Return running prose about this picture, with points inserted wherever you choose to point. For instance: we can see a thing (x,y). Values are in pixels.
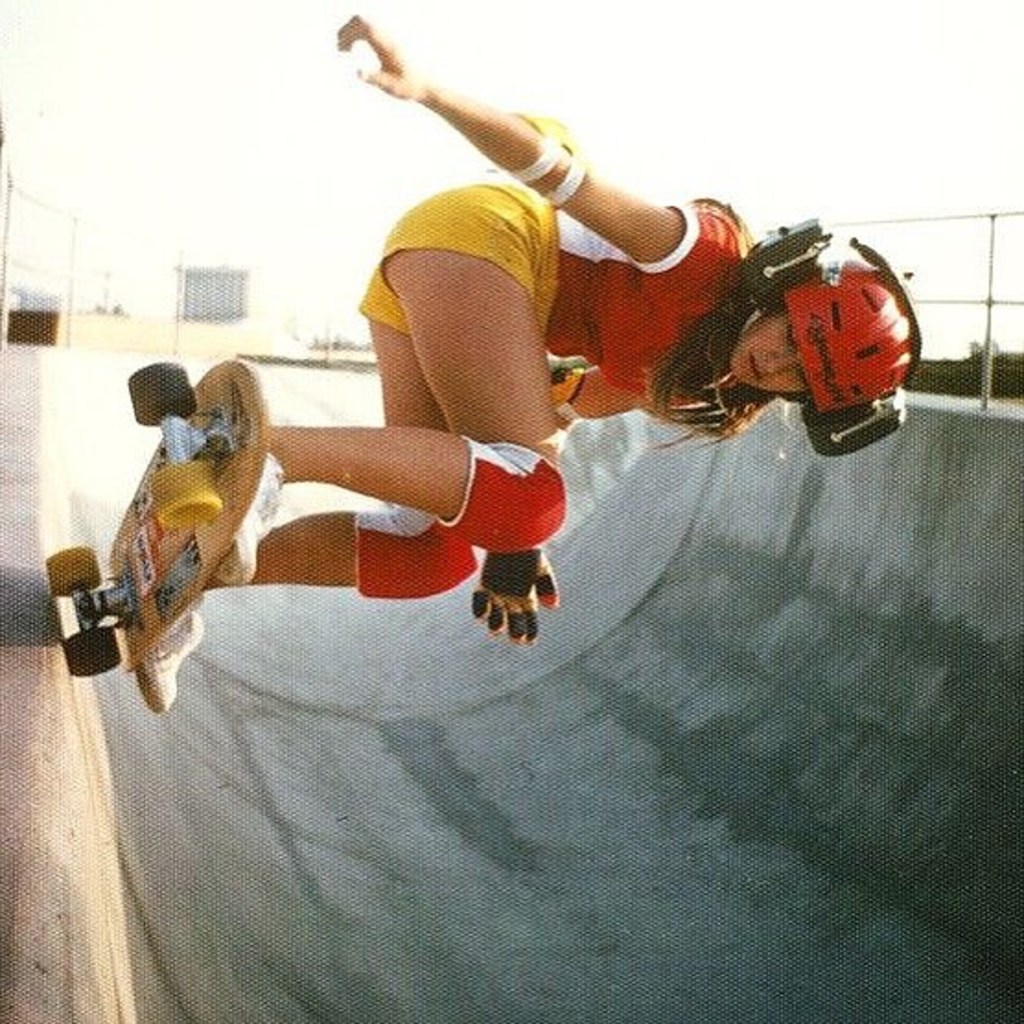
In this image I can see a woman (497,456) is doing skating on a skateboard (188,491). The woman (640,366) is wearing a helmet (834,353), knee pads (541,486) and shoes (264,520). In the background (307,307) I can see the sky (199,164) and a building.
